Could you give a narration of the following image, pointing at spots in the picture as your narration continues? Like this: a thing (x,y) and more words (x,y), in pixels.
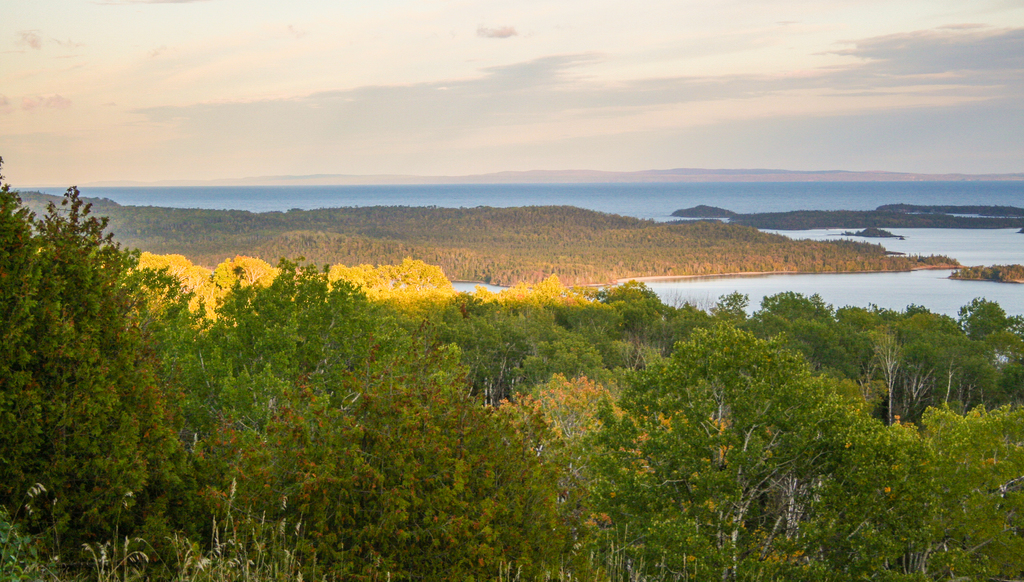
In this image I can see many trees (489,500) which are in green and yellow color. In the background (745,204) I can see the water (657,201), clouds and the sky (399,108).
